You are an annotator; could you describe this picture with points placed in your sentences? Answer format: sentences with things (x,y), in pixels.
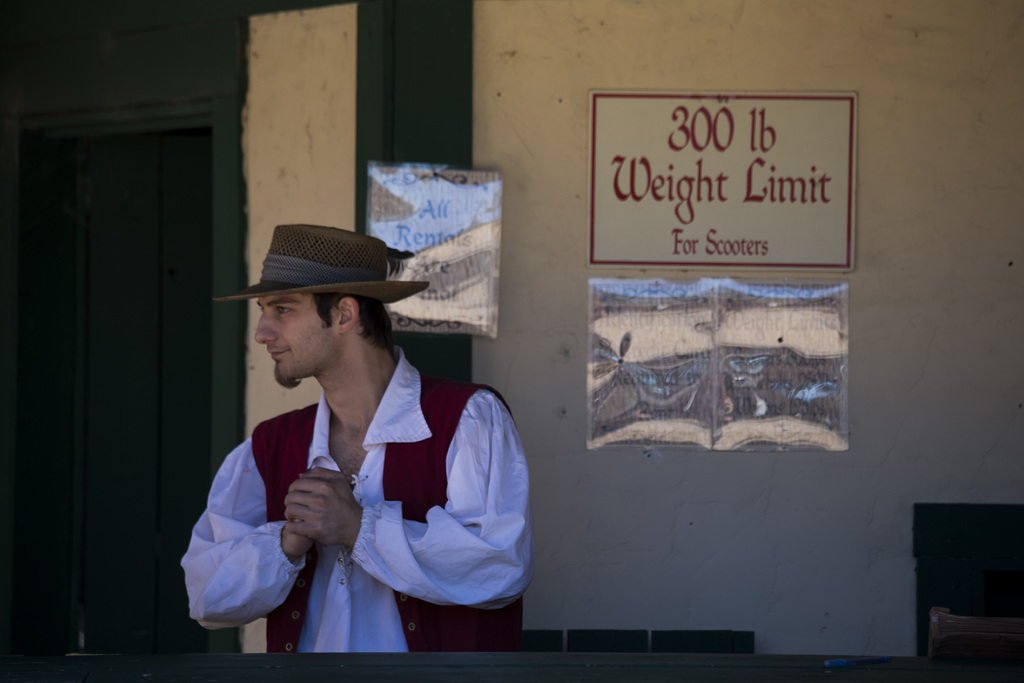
In this picture we can observe a man (322,453) wearing white color shirt (283,575) and red color coat (275,444). We can observe a brown color hat (303,256) on his head (297,296). Behind him there is a wall (578,536) on which we can observe a cream color board (696,217). On the left side (72,321) there is a green color door (80,297).
